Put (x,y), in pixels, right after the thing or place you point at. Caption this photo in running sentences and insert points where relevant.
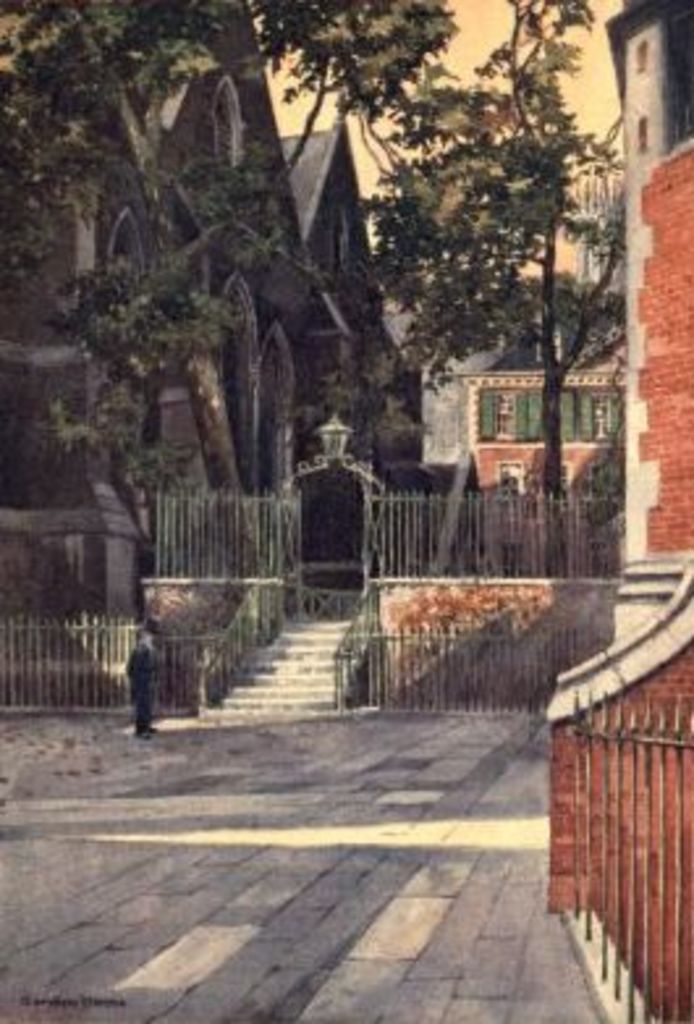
In this image there are buildings (328,325), trees (152,306) and sky (489,46). In front of the building (66,582) one person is standing.
